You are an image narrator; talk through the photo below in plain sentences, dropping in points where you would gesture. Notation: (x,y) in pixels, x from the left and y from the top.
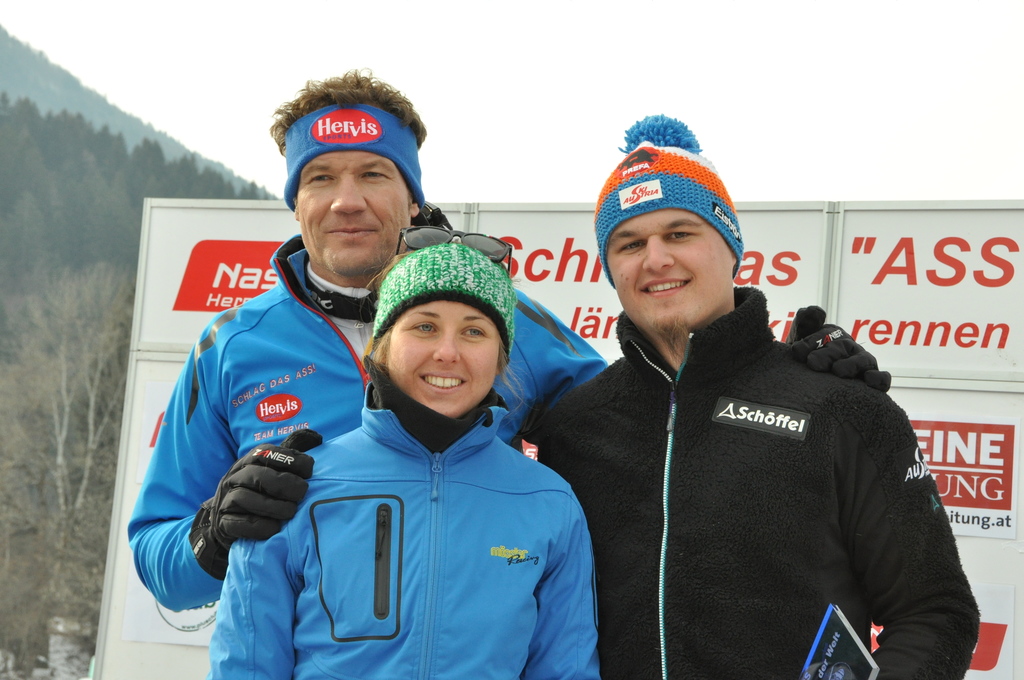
In this picture we can see two men (352,337) and a woman (390,434) wore caps (636,214), jackets (200,451) and standing and smiling and in the background (162,238) we can see boards (203,232), trees (78,192), sky (416,45).
